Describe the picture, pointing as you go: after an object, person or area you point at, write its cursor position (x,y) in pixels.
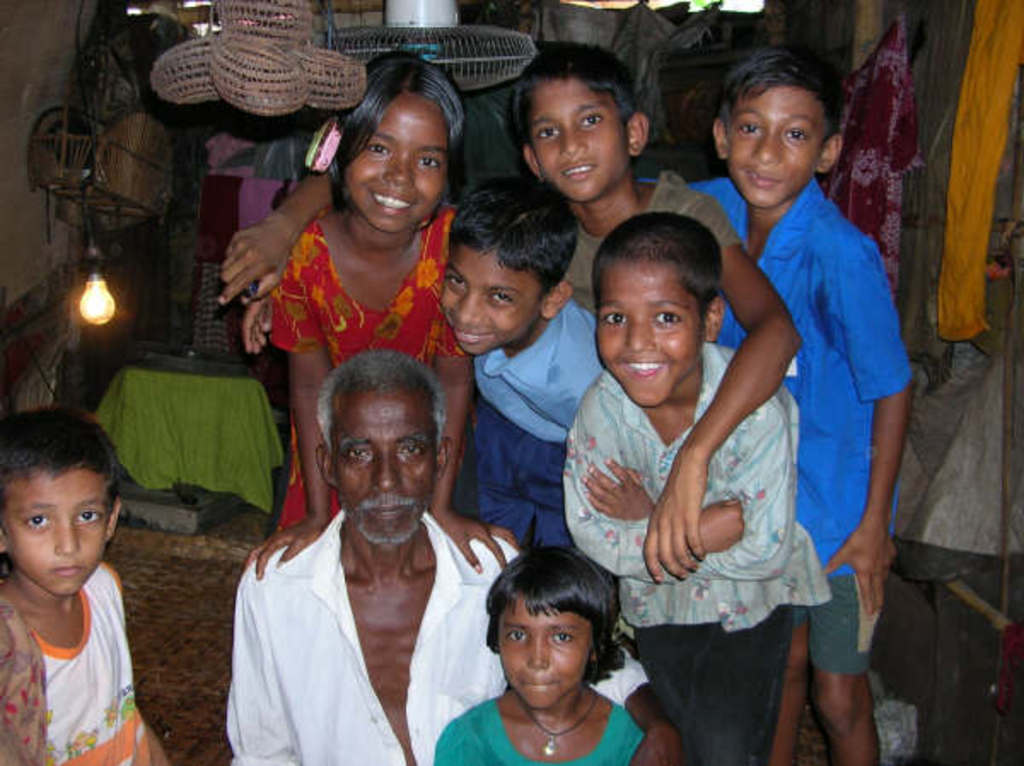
In this image we can see group of children (684,353) standing. One person (452,542) is wearing a white shirt (477,625). In the background (100,285), we can see baskets (270,60), a bulb (93,301) and a fan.
